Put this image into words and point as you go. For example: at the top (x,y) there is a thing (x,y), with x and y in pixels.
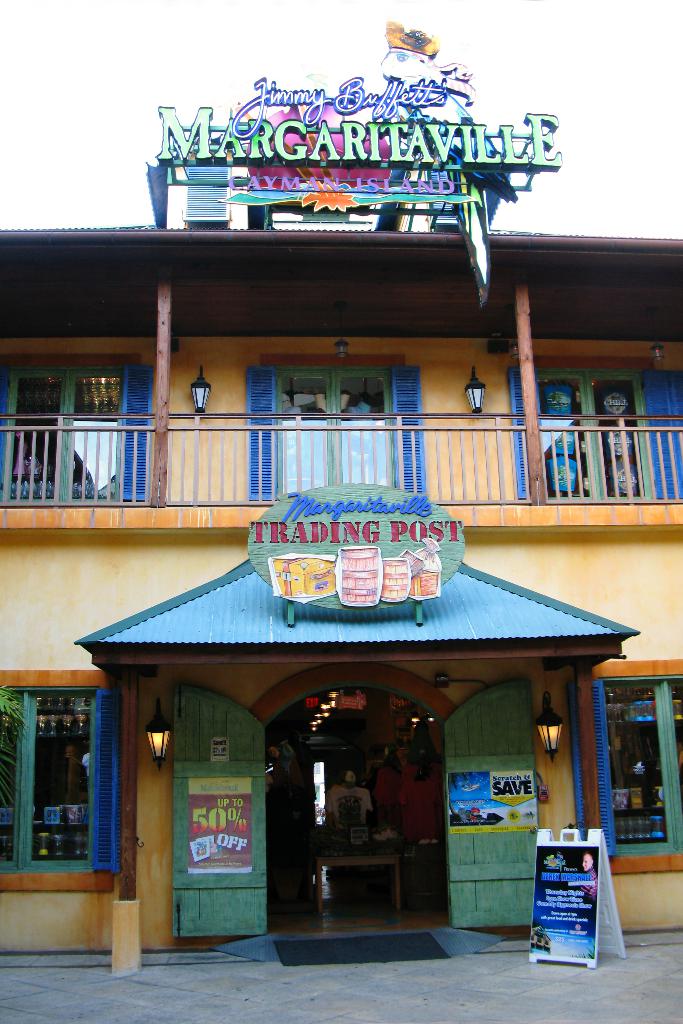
In the center of the image (285,353) we can see a building (273,594) and lights (552,761). At the bottom of the image (538,1002) we can see board (589,940) and ground (316,988). In the background (20,119) there is sky (228,27).
